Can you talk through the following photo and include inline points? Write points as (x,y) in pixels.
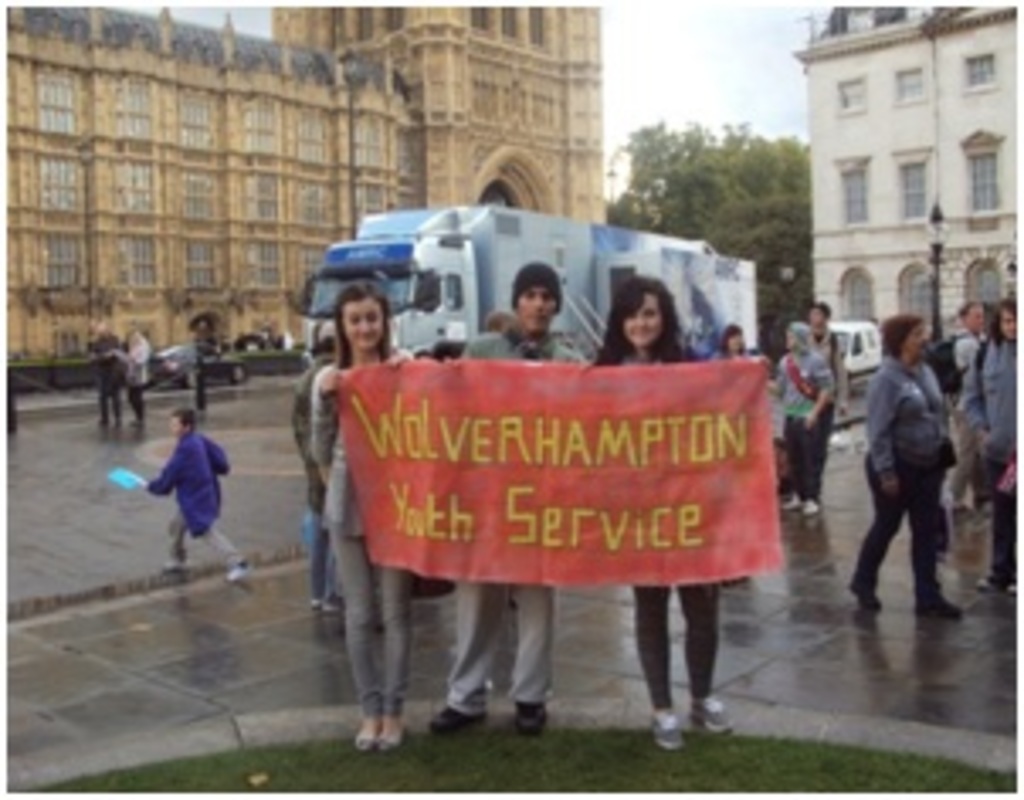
In the foreground of this image (751,553), there are three persons (380,666) standing and holding a banner (734,538). In the background (1012,547), there are persons (228,460) walking on the pavement (238,500), a vehicle (368,265), a pole (937,243) and the building (924,254) on the right (916,154). In the background (763,62), there is a building (557,138), a tree (725,177), sky (738,34) and the cloud (697,25).
